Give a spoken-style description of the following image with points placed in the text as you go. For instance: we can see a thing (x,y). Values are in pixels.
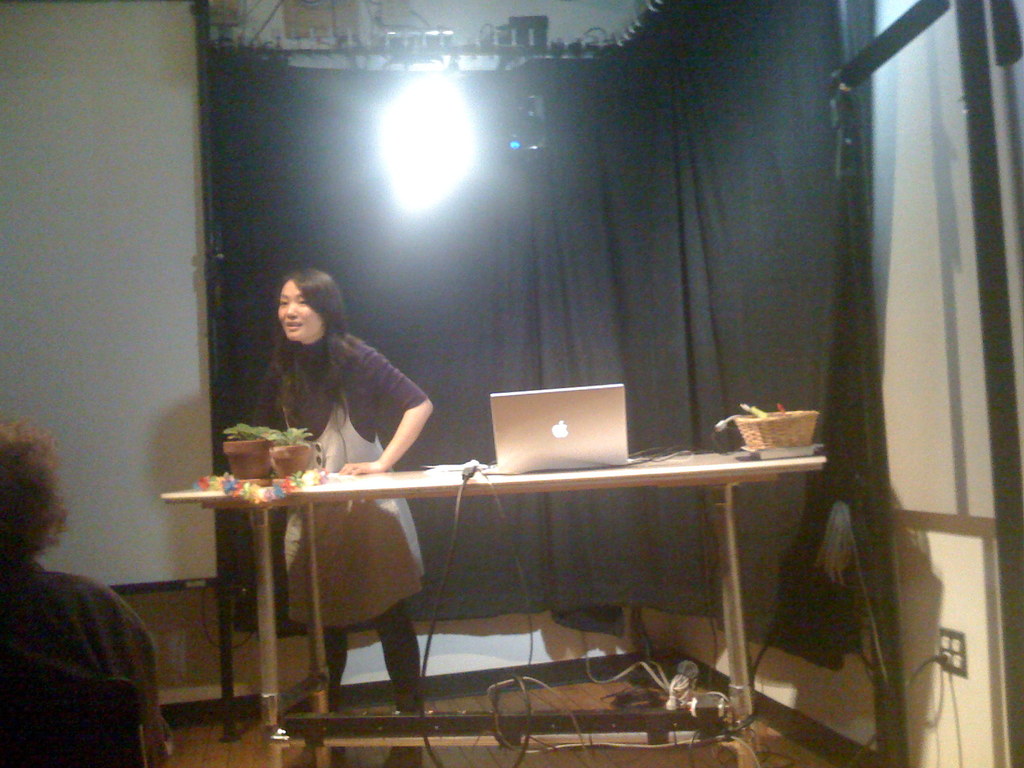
In the image we can see there is a woman (351,516) who is standing and on the table (379,485) there is a laptop (539,438) and a basket (770,427).
